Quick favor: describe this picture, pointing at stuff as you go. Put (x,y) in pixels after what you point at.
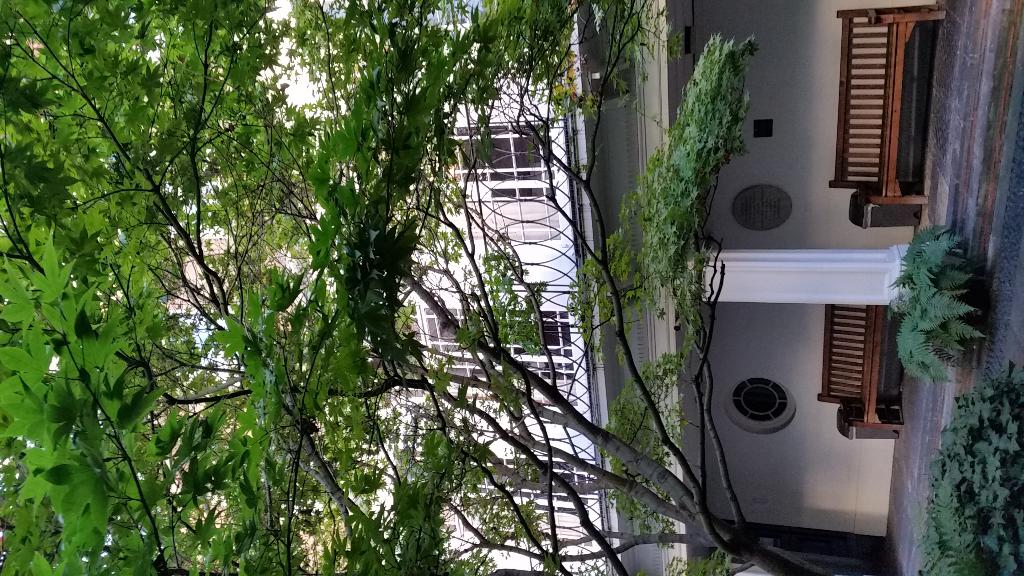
In the left side (135,140) there are trees (463,443) and here these are the sitting bench chairs (891,46) and this is a building (811,274) which is in white color.
